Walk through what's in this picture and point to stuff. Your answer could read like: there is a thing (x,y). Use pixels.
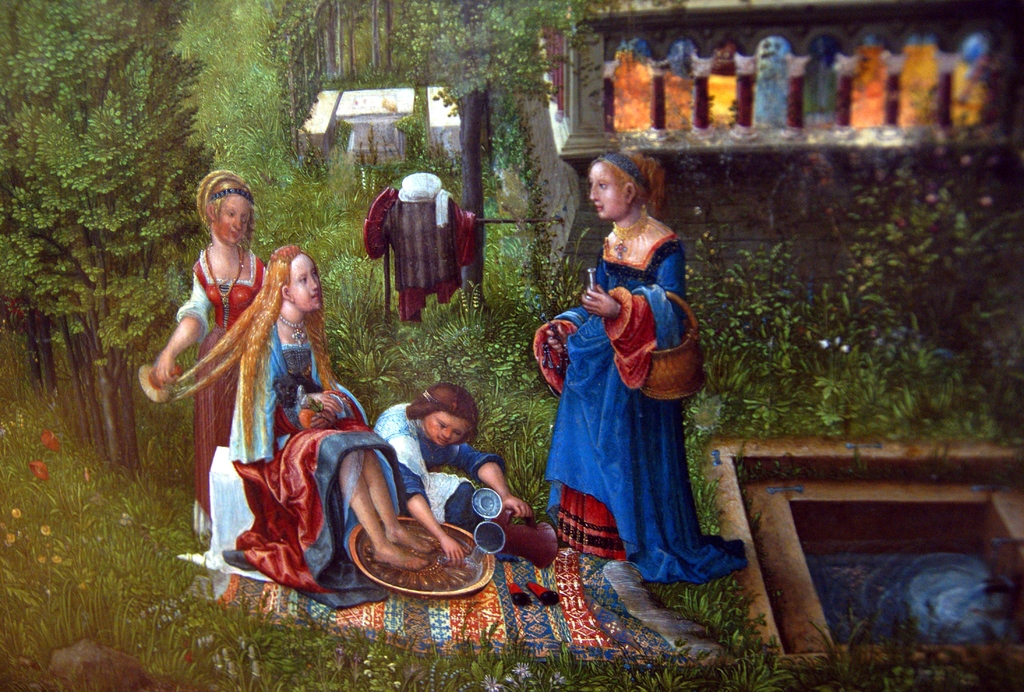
In the foreground of this image (198,322), there are paintings (164,127) of trees (164,127), grass (130,517), four women (340,468) where two are standing and two are sitting and also we can see a mat (606,643), jar (520,543), basket (665,382) and a tank (923,498) like an object (997,507) on the right (1009,623). There is a wall (731,135) of a building (707,117) at the top (723,103) and it seems like a person (421,221) on the grass (82,510) and there are trees (371,44) and few white color objects (387,106) in the background (387,120).
